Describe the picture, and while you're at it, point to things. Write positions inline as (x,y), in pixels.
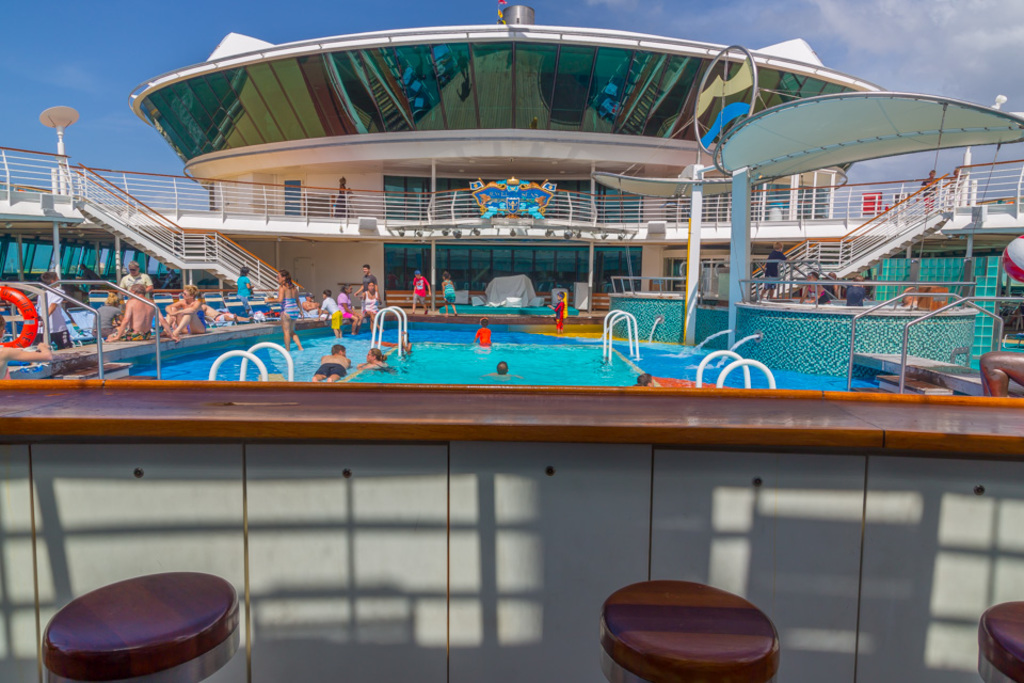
In this picture there are few persons (379,358) in the swimming pool (414,352) and there are few persons (204,299) sitting beside them and there is a staircase (233,261) on either sides of them and there is a building (467,172) in the background (423,143) and there is a table (304,426) and few chairs (991,644) in the foreground (1011,651).
